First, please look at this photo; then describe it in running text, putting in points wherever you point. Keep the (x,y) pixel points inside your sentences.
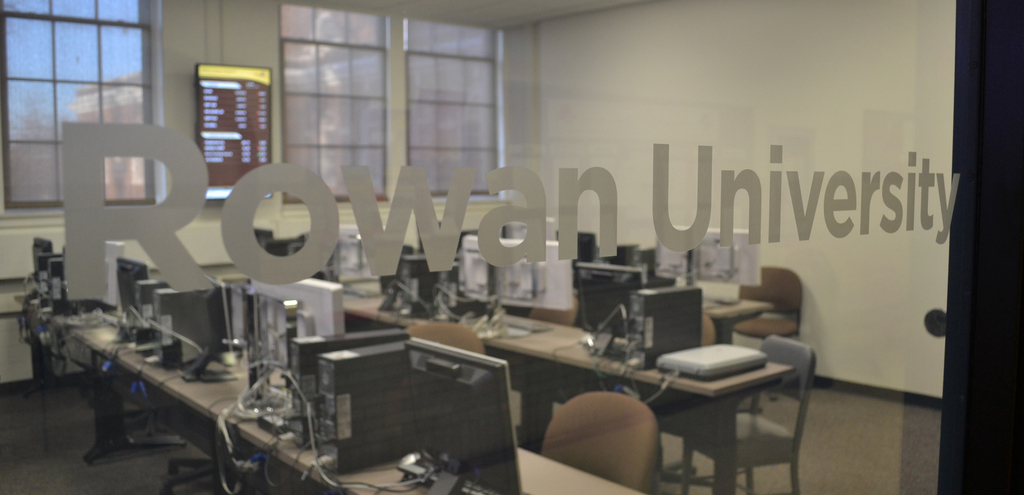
This image is taken indoors. In the middle of the image (508,188) there is a glass door (370,228) with a text (130,222) on it. Through the glass door (162,129), we can see there are a few tables (541,336) with monitors (478,442), CPUs (355,432) and many things (728,349) on them. There are a few empty chairs (775,344) on the floor (848,401). In the background (481,186) there is a wall (193,109) with windows (343,78) and there is a television (208,115) on the wall (173,118). At the top of the image (444,2) there is a ceiling (560,14).
